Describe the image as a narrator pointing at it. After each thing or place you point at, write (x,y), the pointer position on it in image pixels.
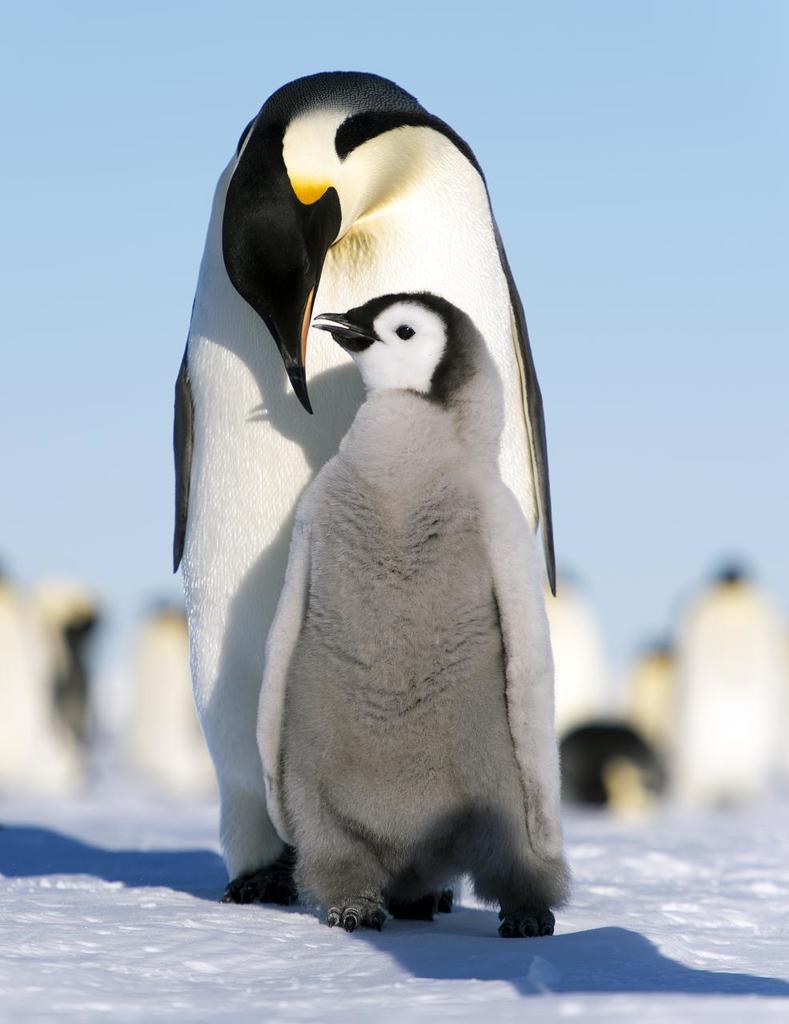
In this image we can see there is a snow (327,979) and penguins (379,413). In the background (139,128) there is a sky (548,228).
